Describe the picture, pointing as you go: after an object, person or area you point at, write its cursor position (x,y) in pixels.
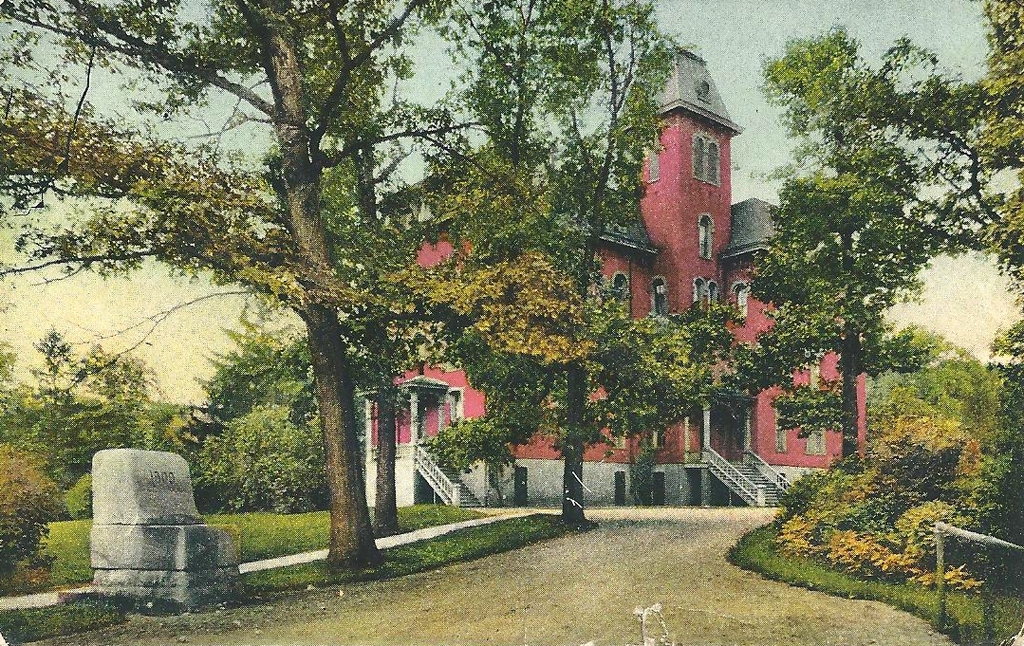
This image is taken outdoors. At the bottom of the image (522,592) there is a road (626,563) and there is a ground (851,577) with grass (786,564) on it. At the top of the image (772,40) there is a sky (690,45). In the middle of the image (592,238) there are many trees (362,545) and plants (52,476) and there is a house (693,140) with walls (649,301), windows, doors (739,414), railings (732,476) and stairs (741,465).
